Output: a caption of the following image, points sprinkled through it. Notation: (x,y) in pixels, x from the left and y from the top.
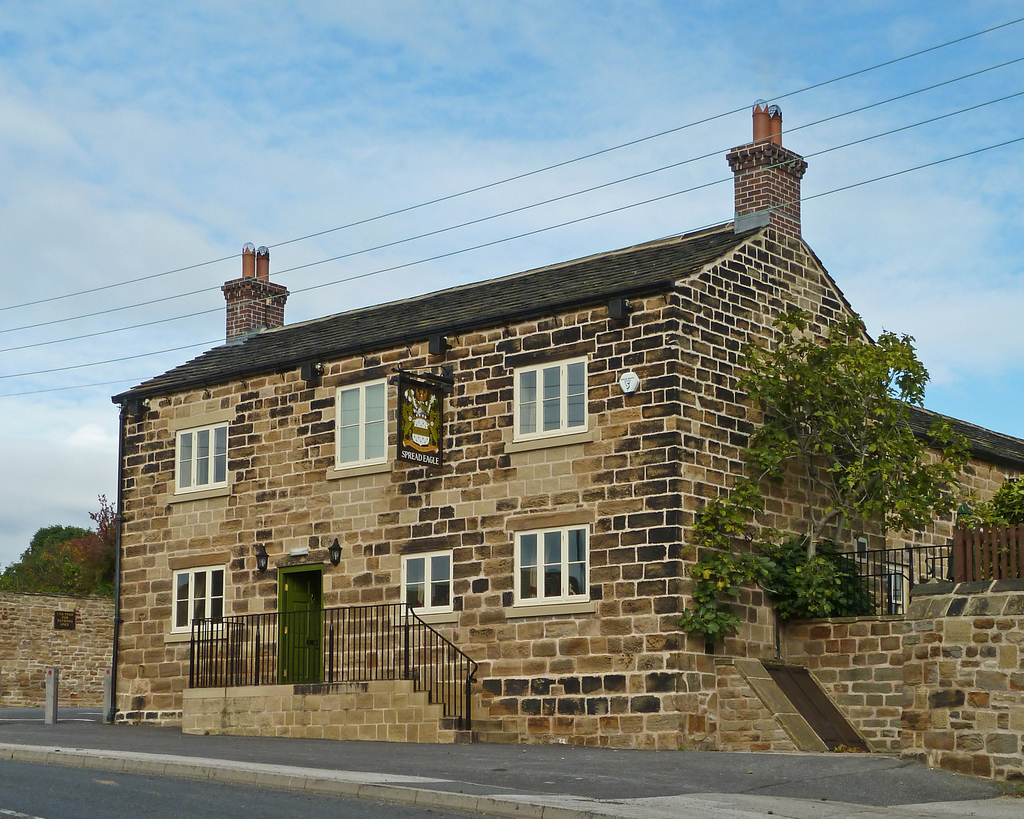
In this image we can see road (284,800), buildings (431,535), windows (369,421), doors (293,593), trees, electric wires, railings (257,659), fence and clouds (314,245) in the sky (280,220).
